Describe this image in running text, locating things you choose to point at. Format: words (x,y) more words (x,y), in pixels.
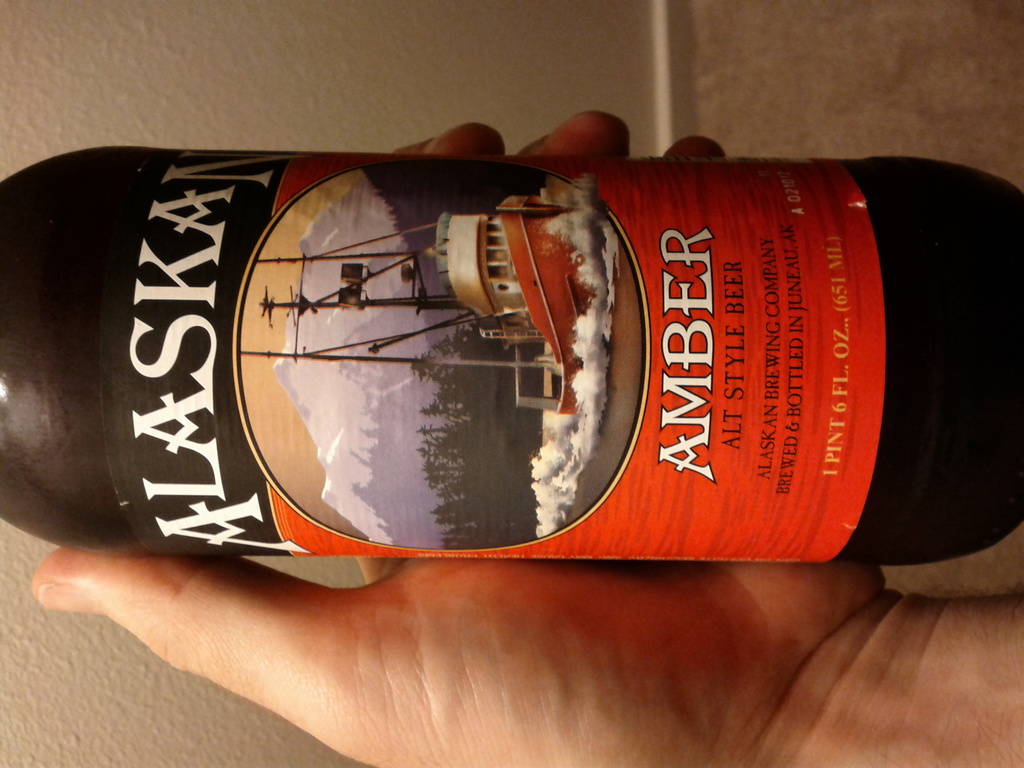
In this image we can see a bottle (546,379) in the hand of a person (57,603).
